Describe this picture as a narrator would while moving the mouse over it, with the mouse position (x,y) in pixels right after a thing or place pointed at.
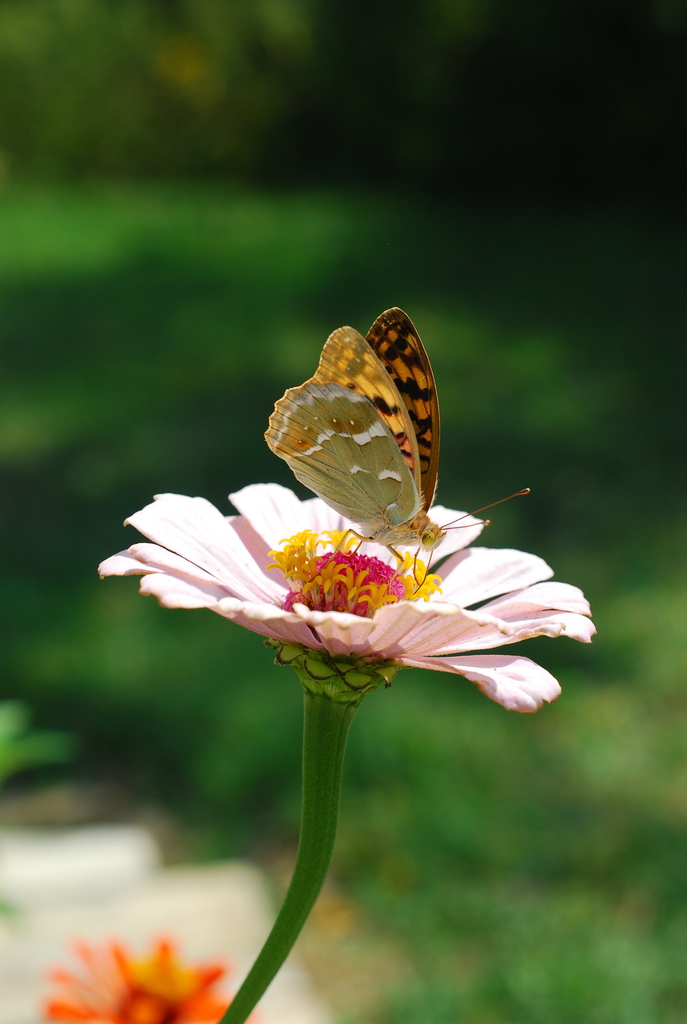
In this image in the front (356,597) there are flowers (155,992) and there is a butterfly (380,530) on the flower (318,578) and the background (300,147) is blurry.
